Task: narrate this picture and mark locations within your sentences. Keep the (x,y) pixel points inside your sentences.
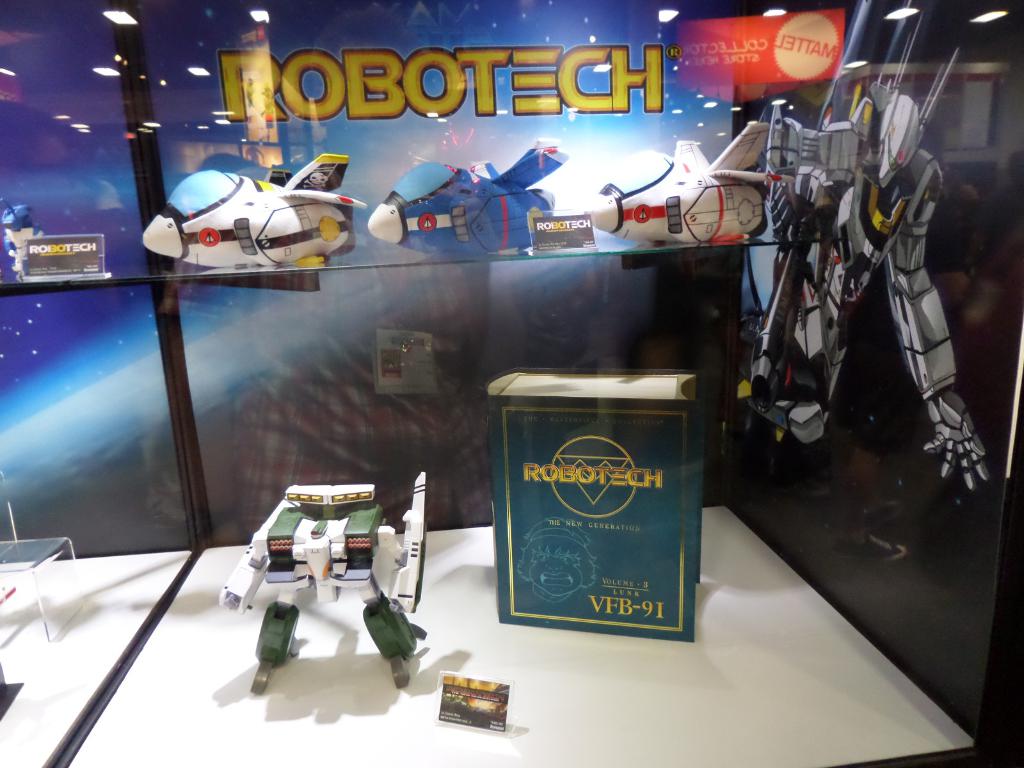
In this image we can see a book (565,563), toy robot (375,595), and other objects (62,580) on the tables (53,715). In the background (760,349) we can see lights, toy planes (412,172), picture of a robot (899,278), and text (261,62) written on the glass (600,171).
